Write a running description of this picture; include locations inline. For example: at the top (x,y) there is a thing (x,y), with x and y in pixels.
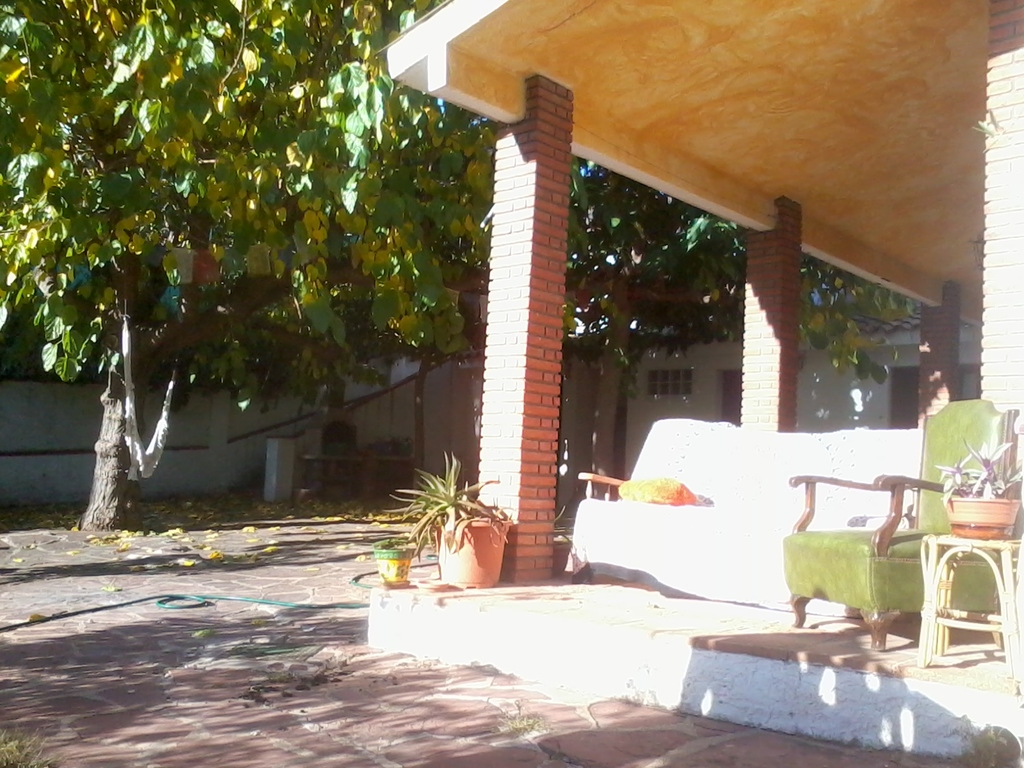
In this image, there is a tree (245,134) in front of this wall (66,425). There is a sofa (769,520), chair (869,546) and stool (945,553) under this building (770,65). There are two plants (485,551) in front of this house (535,559).
